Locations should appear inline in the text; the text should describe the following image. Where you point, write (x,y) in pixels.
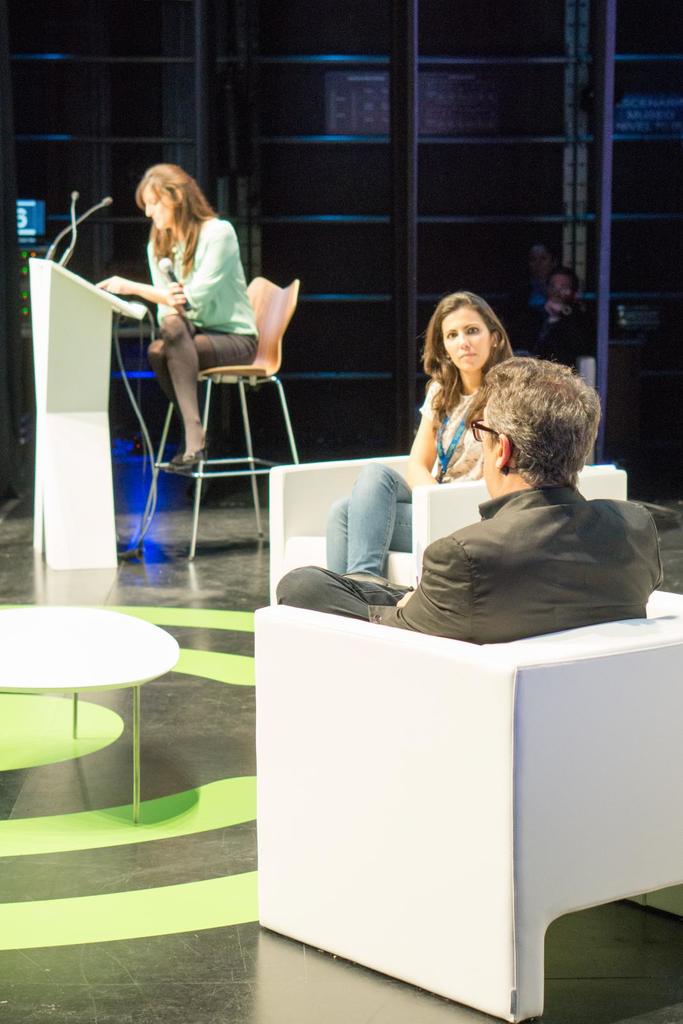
In this picture we can see woman (216,313) sitting on chair (282,299) and she is in front of podium (72,351) and mic (101,204) on it and on right side (549,538) man (531,556) and woman (451,464) are sitting on chair (370,461) and looking at each other and in front of them we have table (162,657) and in background (46,191) we can see wall (386,160).
